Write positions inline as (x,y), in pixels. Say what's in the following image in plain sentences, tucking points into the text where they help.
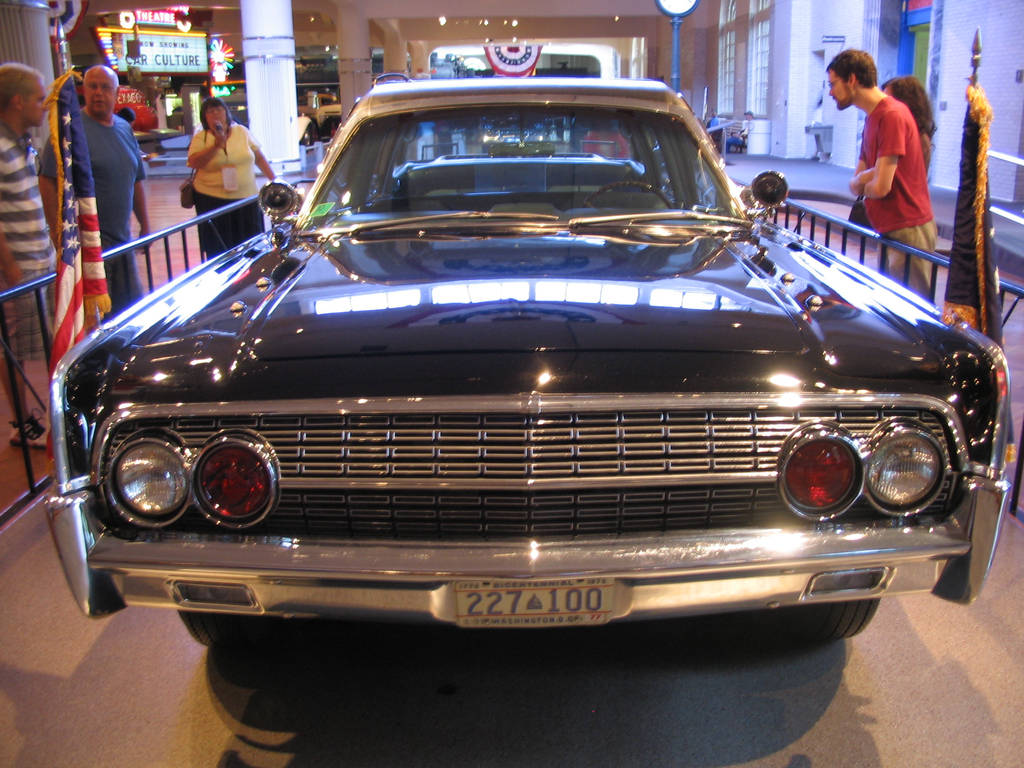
In the center of the image (508,262) there is a car (639,303) with flags (69,258). To the both sides of the image there are people (214,162) standing and there are railings (787,222). In the background of the image (769,98) there is a building (302,15) with ceiling (144,5).
